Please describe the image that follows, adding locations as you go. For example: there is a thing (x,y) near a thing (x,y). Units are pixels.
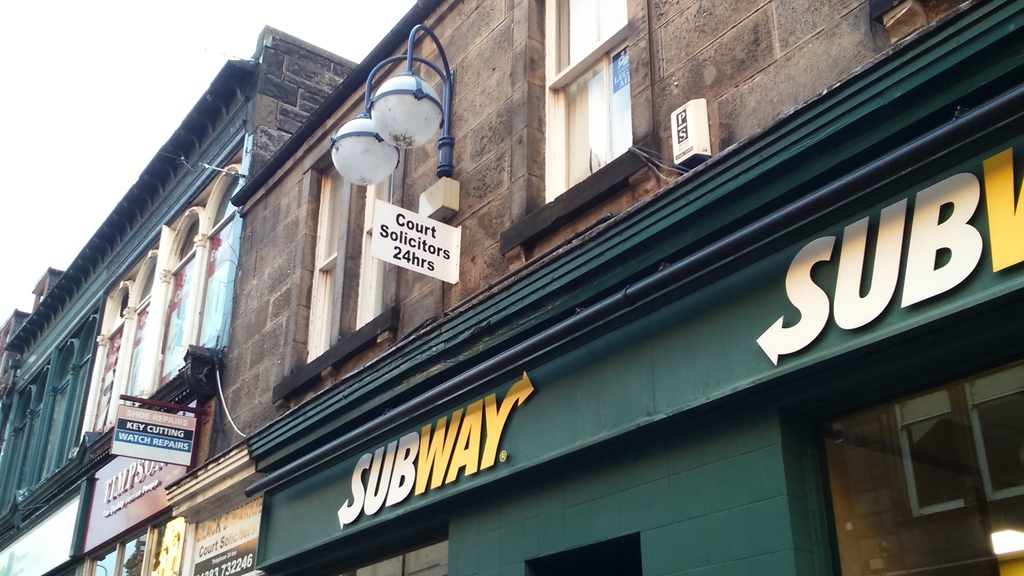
In this image, we can see some buildings (632,278). We can see some boards (131,443) with text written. We can also see some lights (384,92) and the sky (312,40).
